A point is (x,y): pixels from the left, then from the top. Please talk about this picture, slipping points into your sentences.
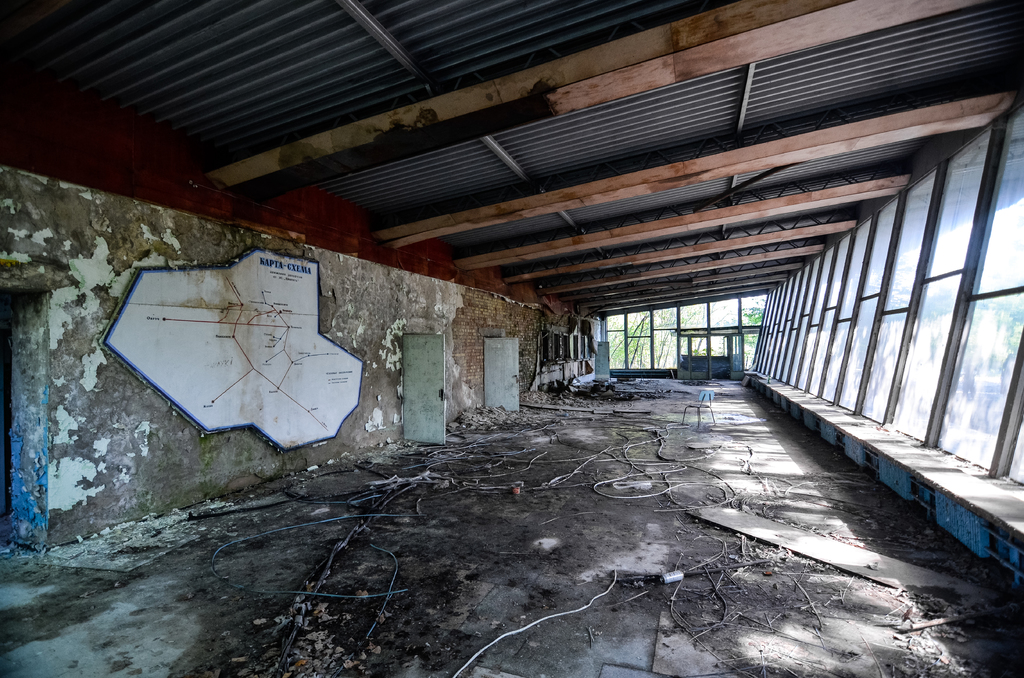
This is clicked inside a abandoned building (829,209) with wires (375,483) and dust (50,561) all over the place, there are windows (959,357) on the right side (808,324) and the ceiling (708,142) is of iron sheets (213,62).
